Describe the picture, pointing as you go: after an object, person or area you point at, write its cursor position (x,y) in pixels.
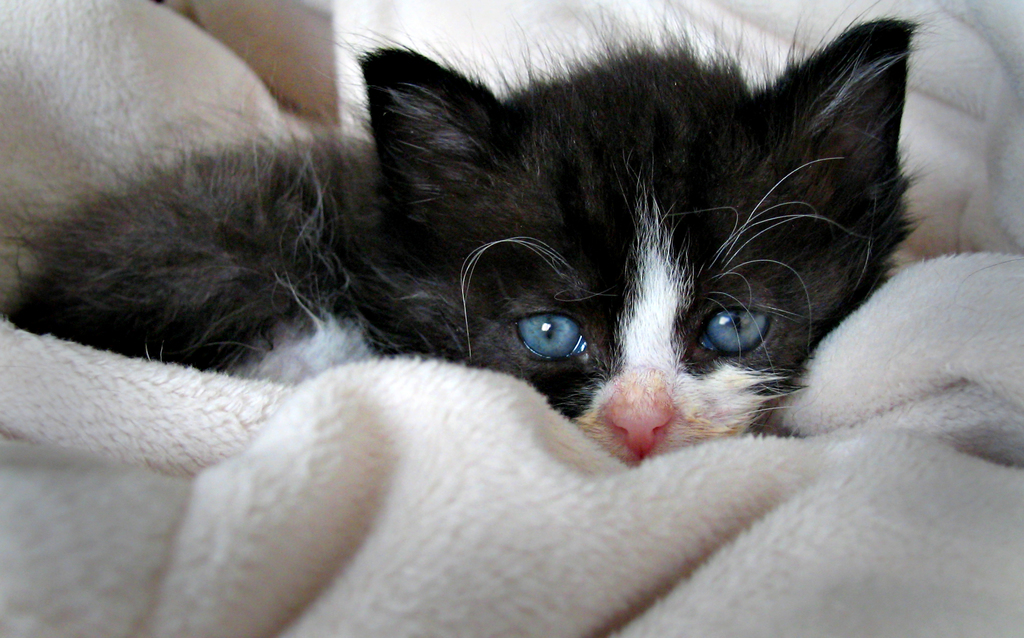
Here we can see a cat (474,255) sitting on a cloth (224,586).
